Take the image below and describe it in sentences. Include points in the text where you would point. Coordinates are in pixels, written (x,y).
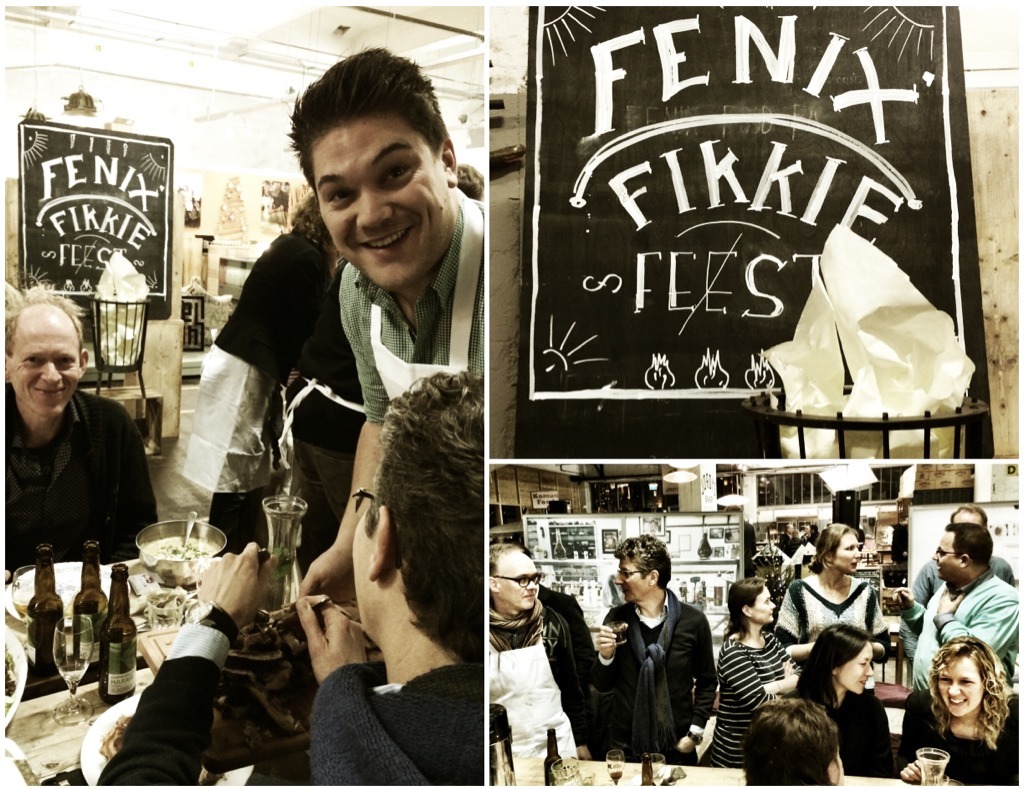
By seeing this image we can say it is a collage of a photograph. On the left side of the image (337,760) we can see two persons (36,344) are sitting on the chairs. On the right side of the image (1000,561) we can see a group of people (584,673) are having some drink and a board (699,407) on which some text (873,218) is written.
